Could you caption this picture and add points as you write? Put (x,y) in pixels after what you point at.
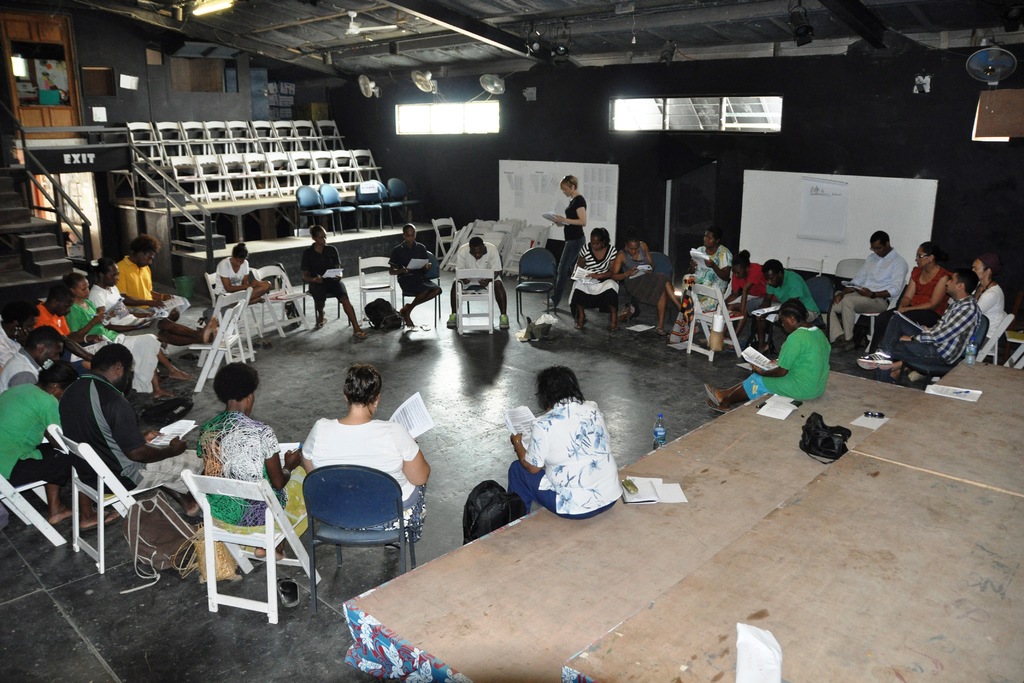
This picture shows a group of people (318,300) seated on the chairs (311,480) and we see few chairs (219,178) empty and table fans (363,88) and backpacks (502,498) and water bottles (654,430) on the floor (665,396) and we see couple of white boards (595,215) and a woman (580,205) standing.
